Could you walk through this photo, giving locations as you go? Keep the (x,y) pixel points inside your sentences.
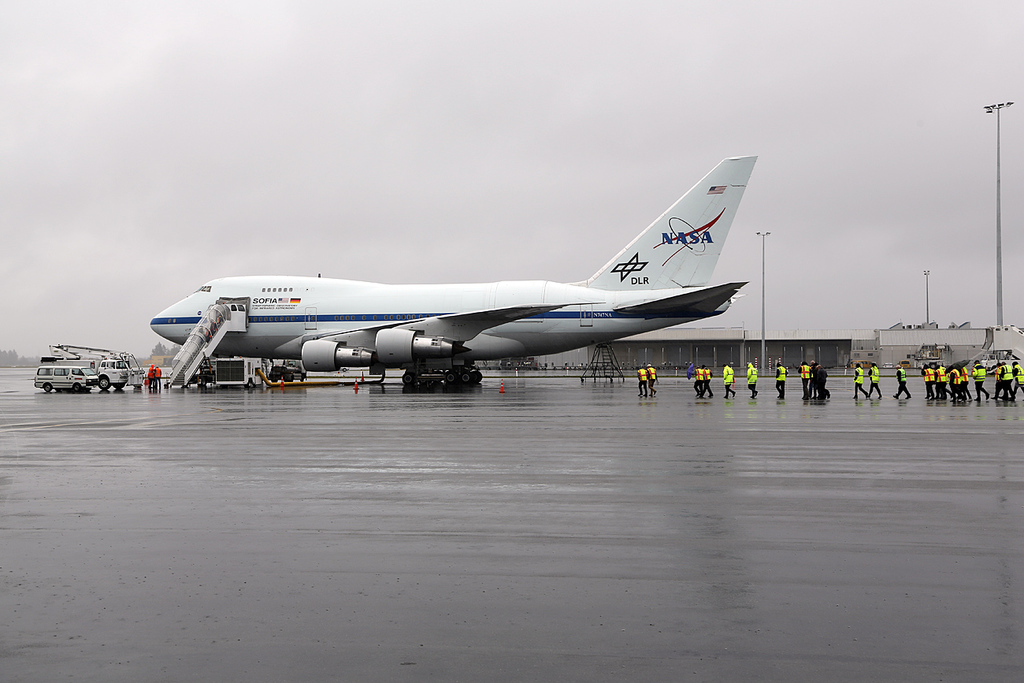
This is an outside view. In the middle of the image (449,333) there is an aeroplane (255,330) on the ground (292,449). On the left side (110,377) there are few vehicles (229,382) and on the right side (823,393) there are few people (958,377) walking on the ground (691,435). In the background (869,360) there is a building (845,360) and few poles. At the top of the image (297,174) I can see the sky (263,171).
